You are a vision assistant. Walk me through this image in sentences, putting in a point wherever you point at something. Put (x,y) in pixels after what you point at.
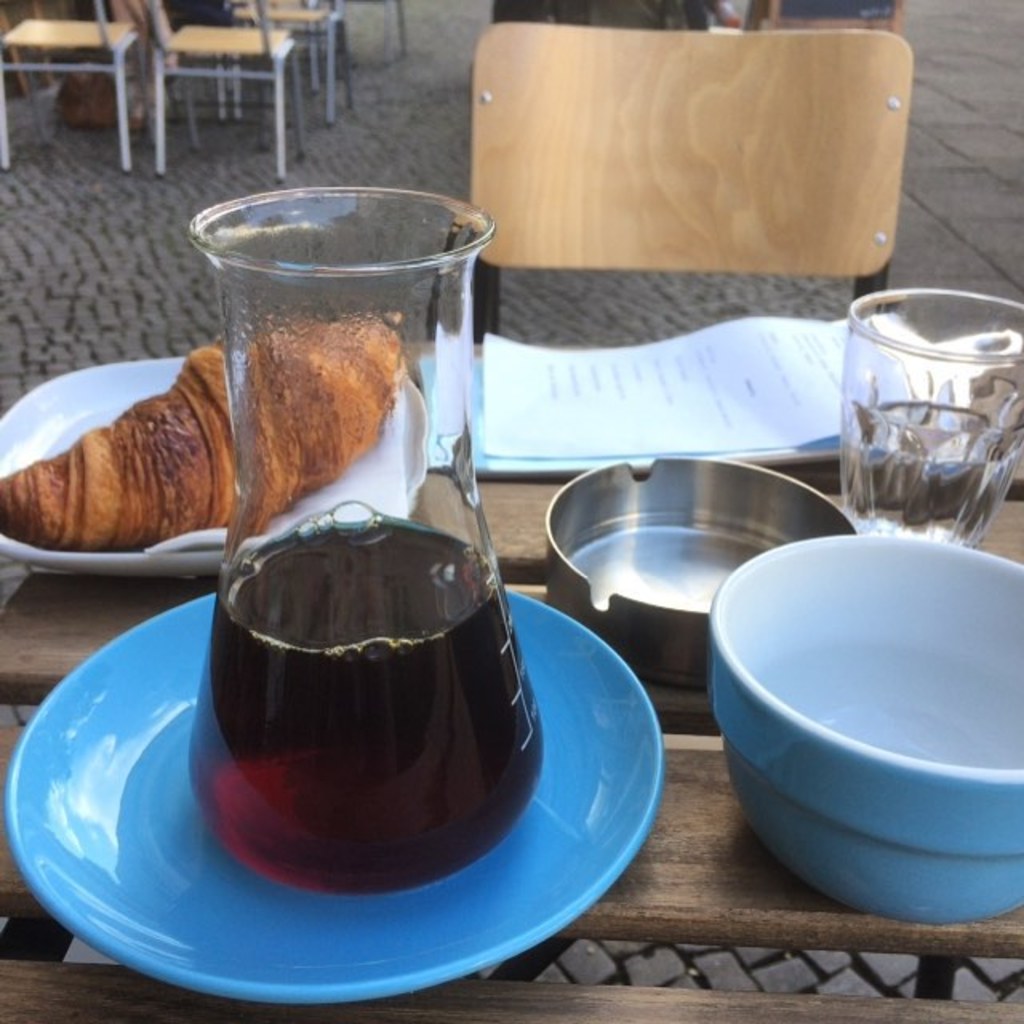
In this picture there are some bowls (916,546) glasses (934,361) and food items (147,455) placed in the plates (75,397). There is a jar (336,542) placed on the table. In the background (502,378) there is a paper (673,362) and chairs (556,150) here.
